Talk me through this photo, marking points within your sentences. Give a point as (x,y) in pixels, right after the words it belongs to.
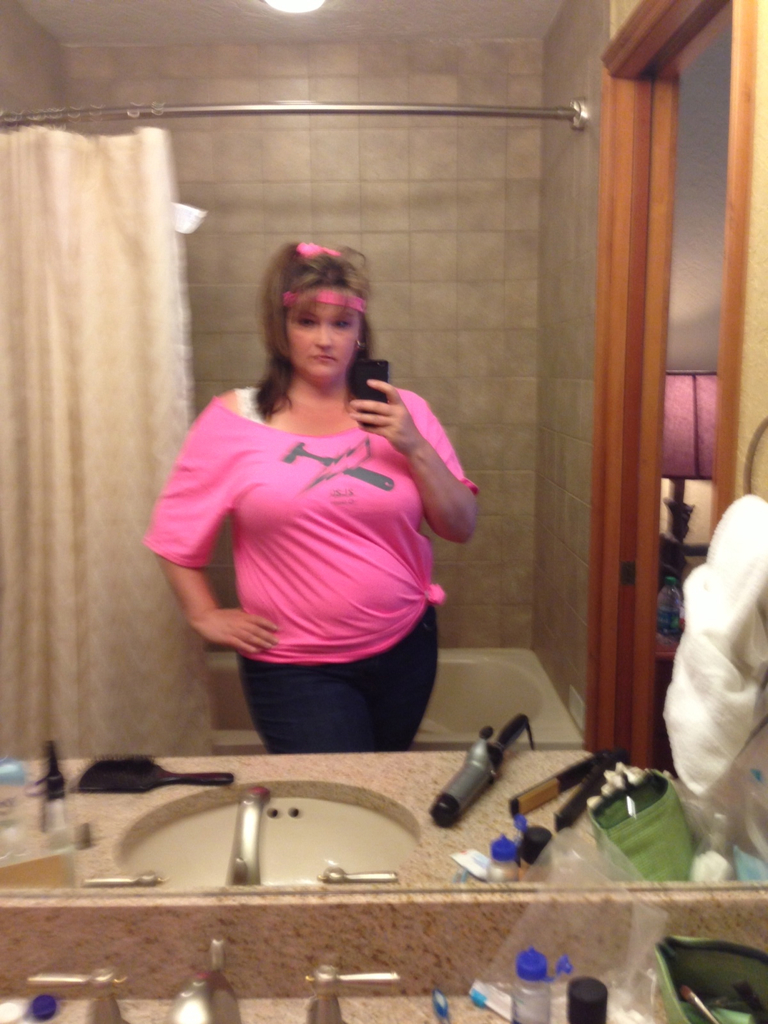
A woman (432,509) is standing in the washroom (479,695) and taking the selfie in the mirror (374,570), she wore a pink color t-shirt (329,533). This is the mirror (350,862), this is the sink (323,826).
